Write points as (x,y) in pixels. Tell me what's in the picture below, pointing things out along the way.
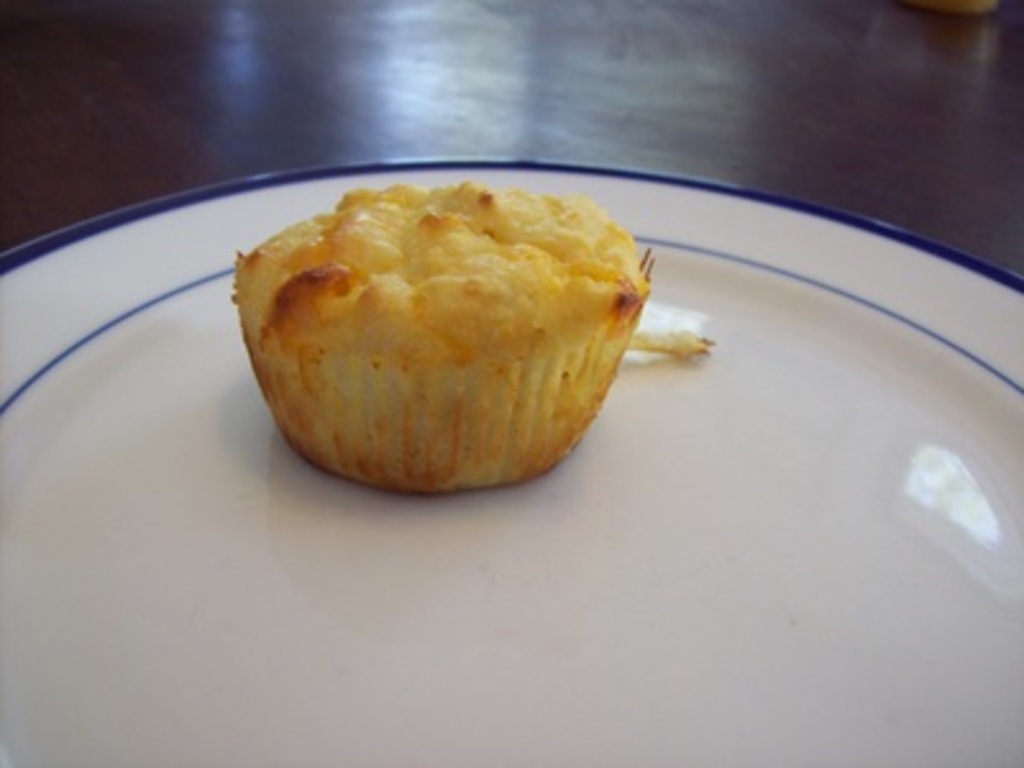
In the foreground of this image (327,303), there is a cupcake (390,376) on a platter (648,509) which is on the wooden surface (716,147).
